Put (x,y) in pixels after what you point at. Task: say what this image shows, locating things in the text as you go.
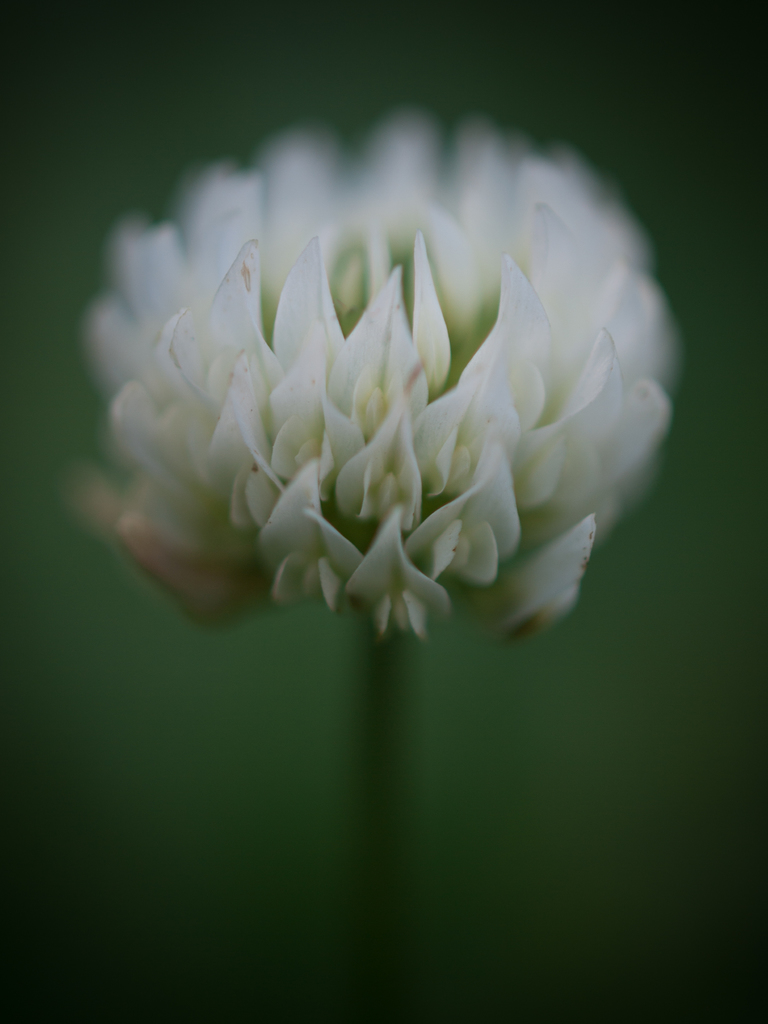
In the image we can see there is a white colour flower (338,331) and background of the image (308,15) is blurred.
